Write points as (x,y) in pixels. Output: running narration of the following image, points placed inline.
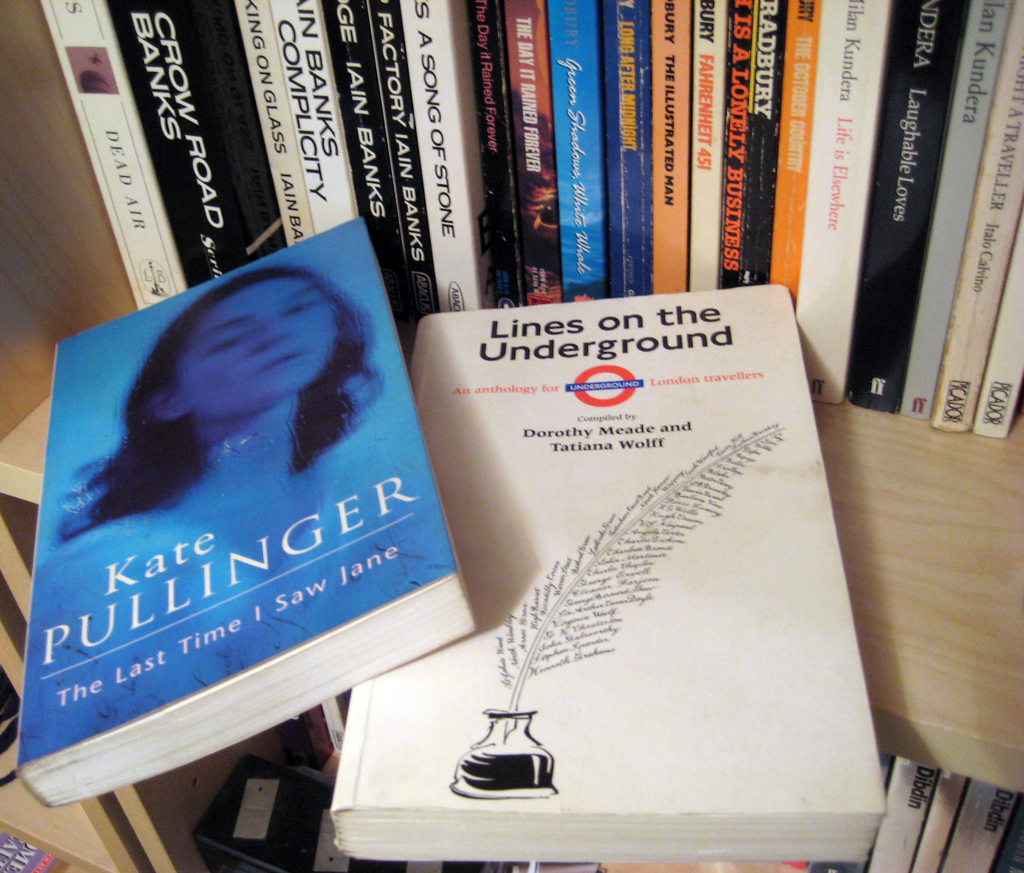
This is a woman (274,383), these are books (1007,828) in the shelf (903,745).
